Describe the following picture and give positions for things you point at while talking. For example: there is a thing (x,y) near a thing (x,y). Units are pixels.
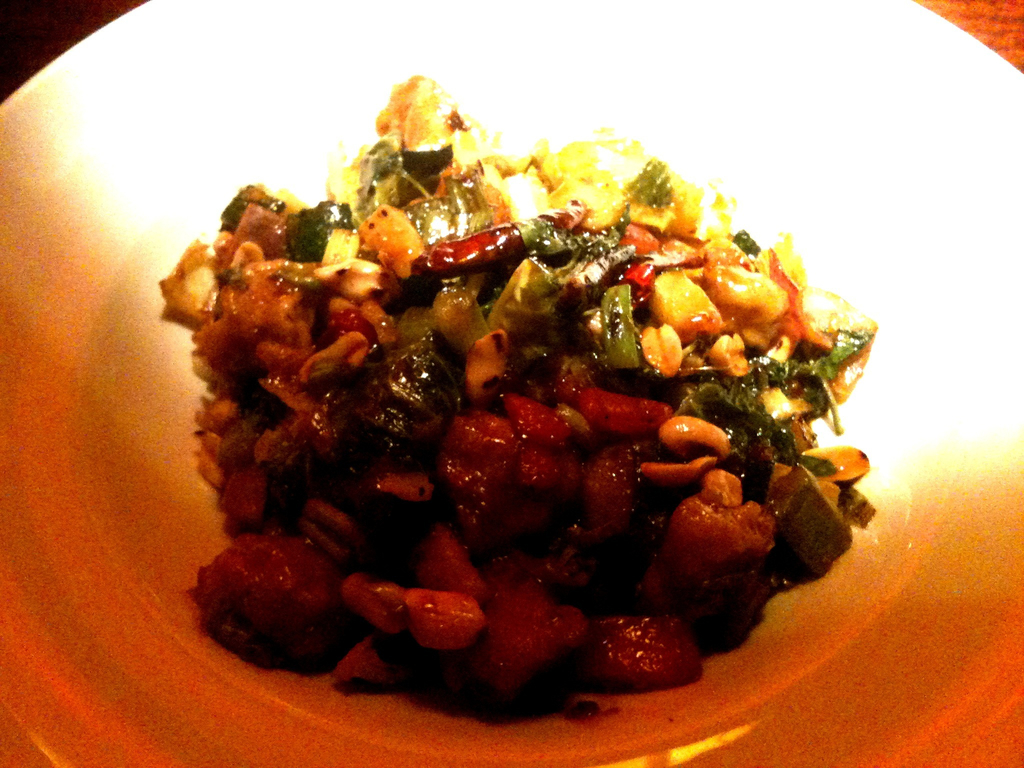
In this image there is a food item (500,284) on the plate (173,743).
